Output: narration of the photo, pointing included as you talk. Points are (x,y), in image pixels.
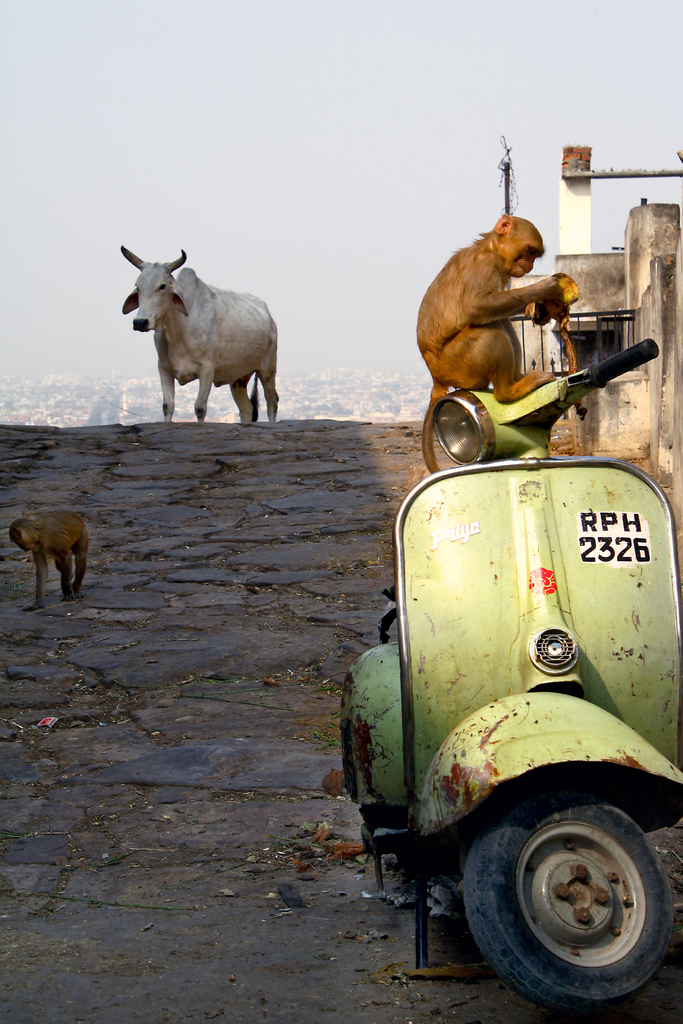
In the image we can see there are animals (458,263) and the two wheeler (462,600). Here we can see footpath (233,562), wall (675,246), pole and the sky (233,104).
